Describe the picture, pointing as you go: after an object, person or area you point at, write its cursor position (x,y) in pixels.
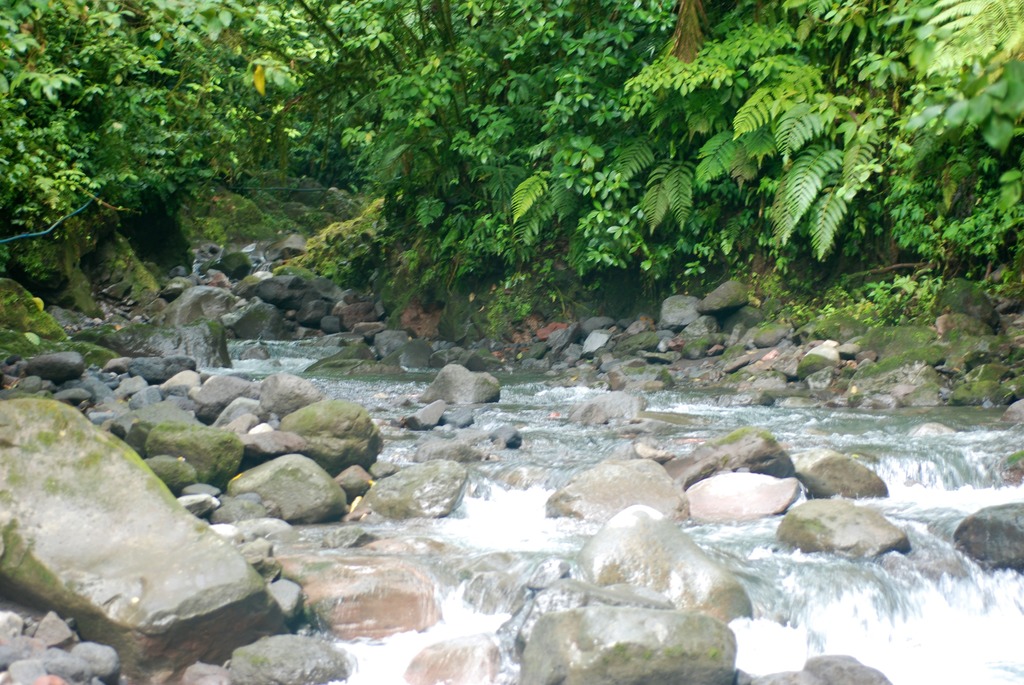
In this image we can see so many trees (988,74), plants (784,262), bushes (1005,80) and grass (345,229). There are so many stones (341,309) and water (382,647) flowing on the rocks (493,568).
